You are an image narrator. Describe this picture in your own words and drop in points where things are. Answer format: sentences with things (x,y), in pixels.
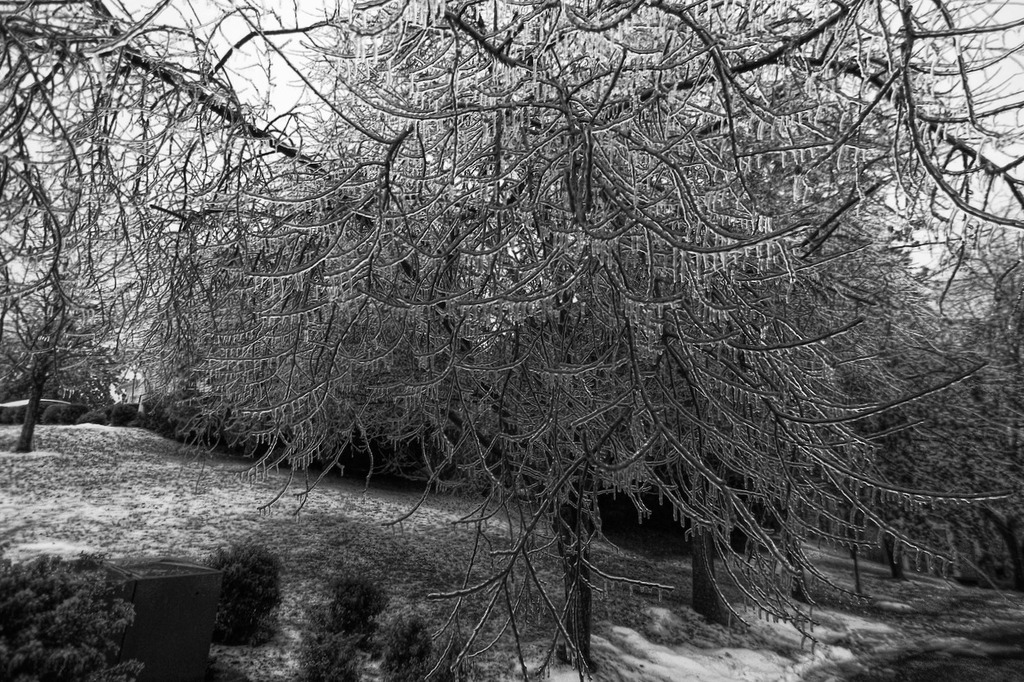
This image consists of many trees (222,369). At the bottom (258,532), there is a snow (694,670). It looks like it is clicked in a forest (599,72).
